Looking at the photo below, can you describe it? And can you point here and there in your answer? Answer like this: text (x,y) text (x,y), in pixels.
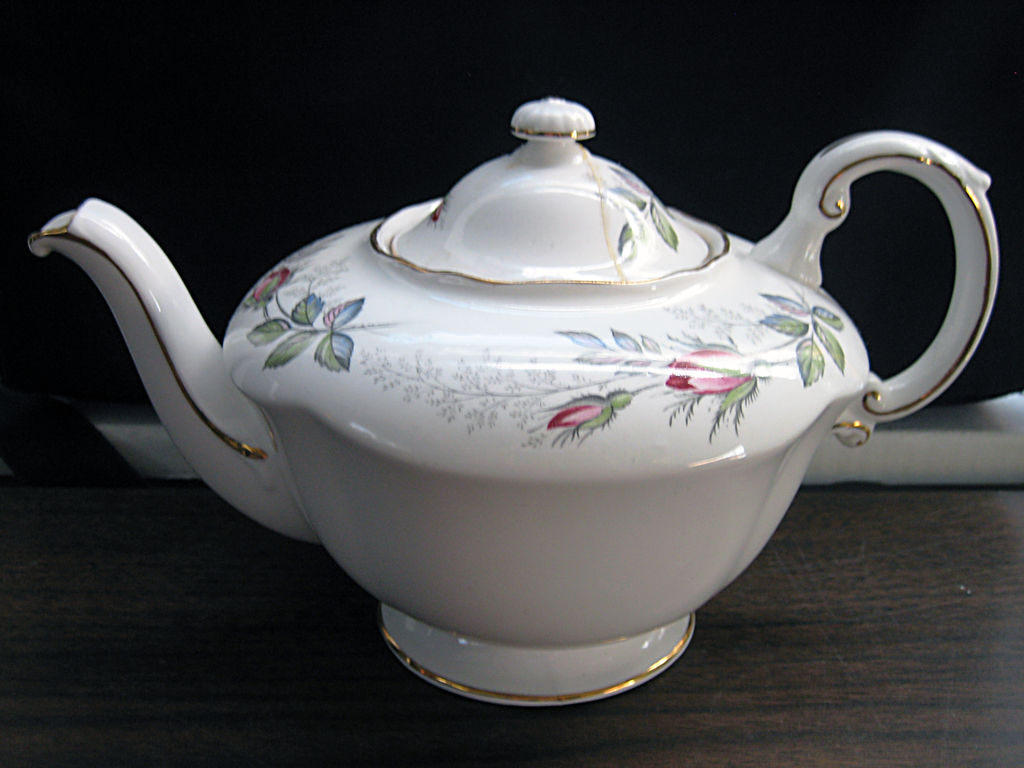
In this image I can see a white colour kettle (377,484) in the front (602,223) and on it I can see depiction of flowers (680,358) and leaves (837,344).
